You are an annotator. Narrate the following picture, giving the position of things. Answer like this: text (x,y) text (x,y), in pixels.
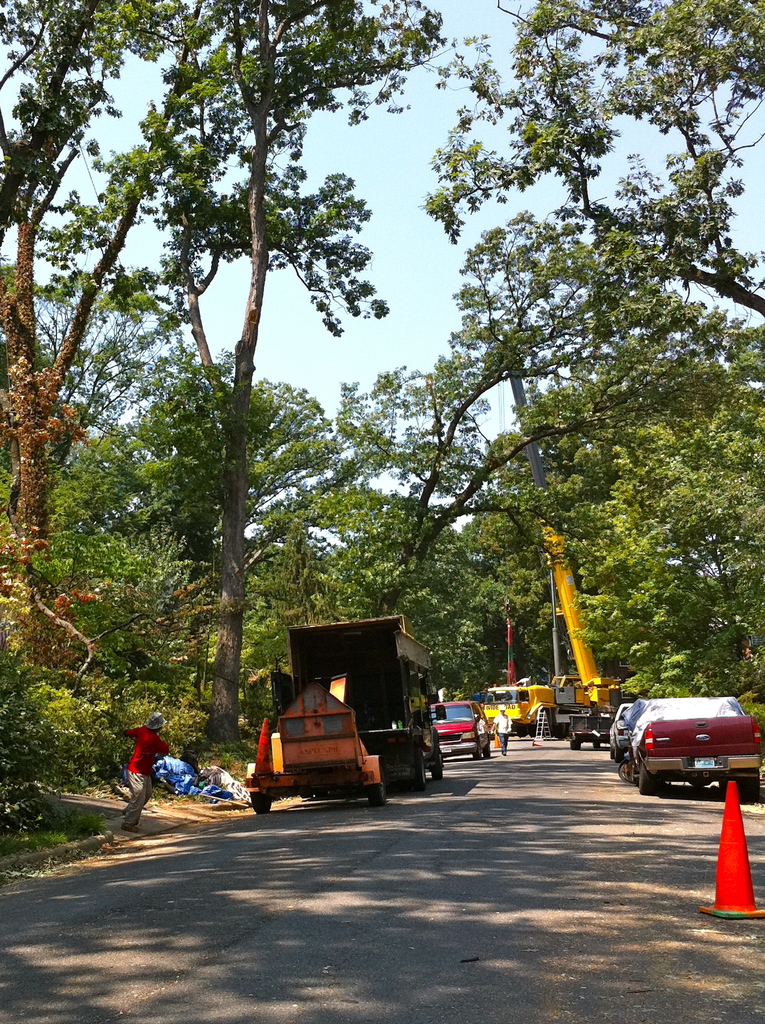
In this image we can see sky (385,212), trees (185,230), persons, motor vehicles (561,681) and traffic cones (740,892) on the road (491,804).
